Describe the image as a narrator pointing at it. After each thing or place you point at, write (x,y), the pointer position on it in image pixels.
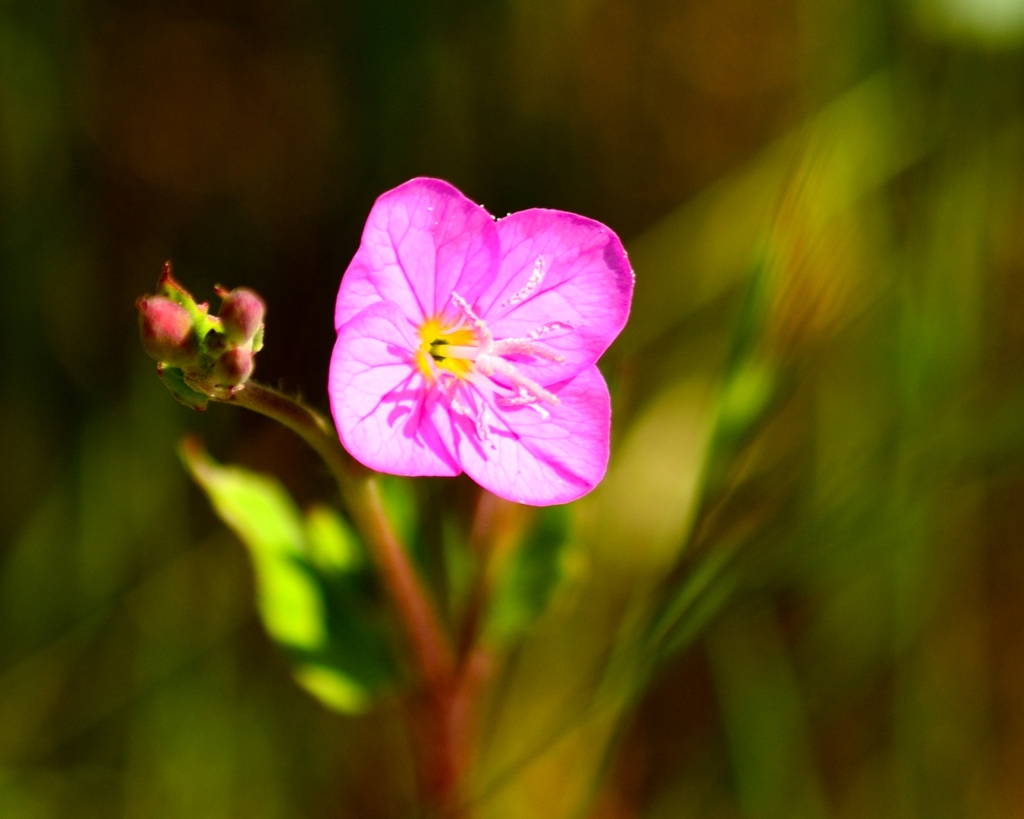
In the image we can see a flower (435,311), pink, yellow and white in color. This is a stem (399,574) of the flower (466,383) and the background (253,441) is blurred.
